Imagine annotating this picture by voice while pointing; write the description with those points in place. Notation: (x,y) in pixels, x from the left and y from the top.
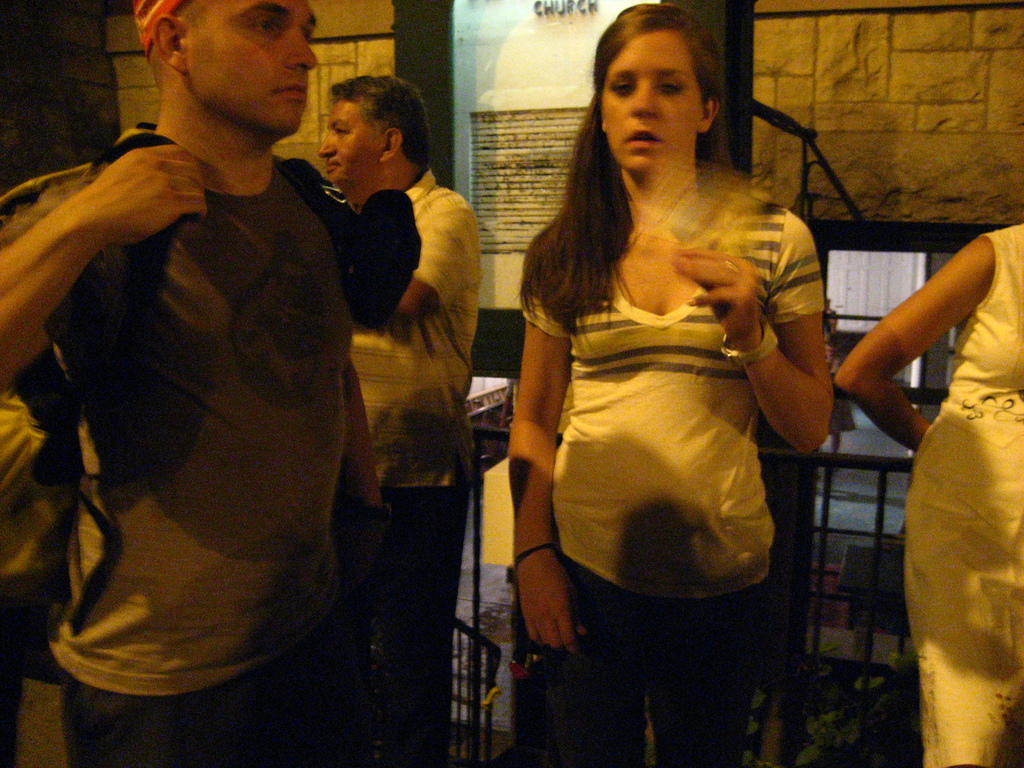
In this image there are group of people (946,535) standing, and in the background (560,134) there is wallboard (525,29), tables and some other objects (502,530).
